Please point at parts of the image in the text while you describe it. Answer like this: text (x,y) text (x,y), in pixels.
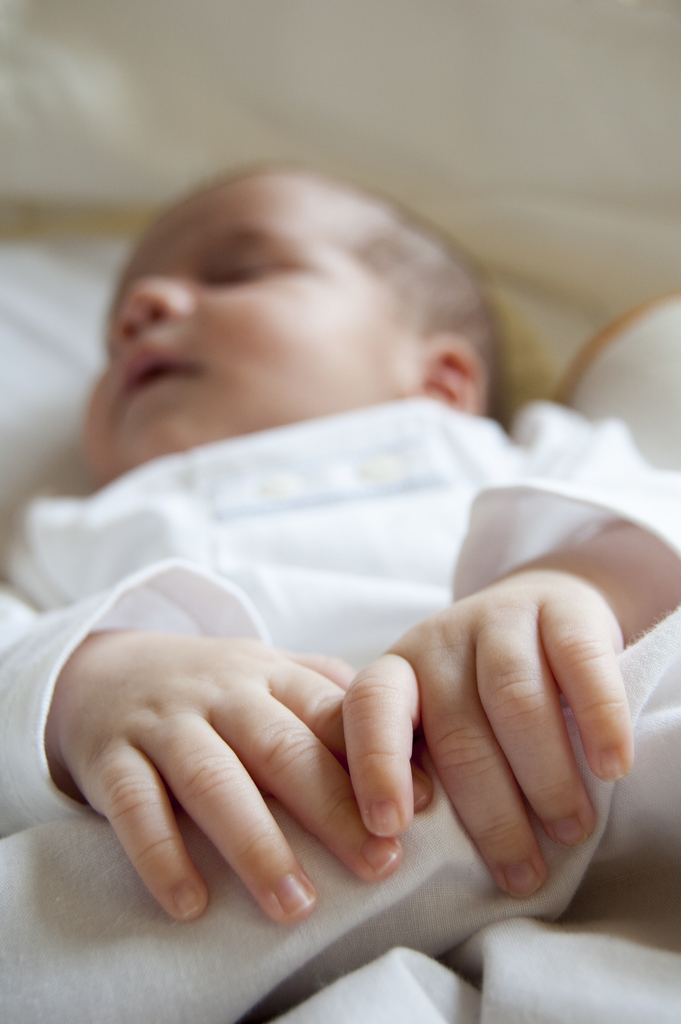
In this picture there is a baby (627,505). The baby (348,505) is wearing a white dress (197,488). The background (74,51) is blurred.
